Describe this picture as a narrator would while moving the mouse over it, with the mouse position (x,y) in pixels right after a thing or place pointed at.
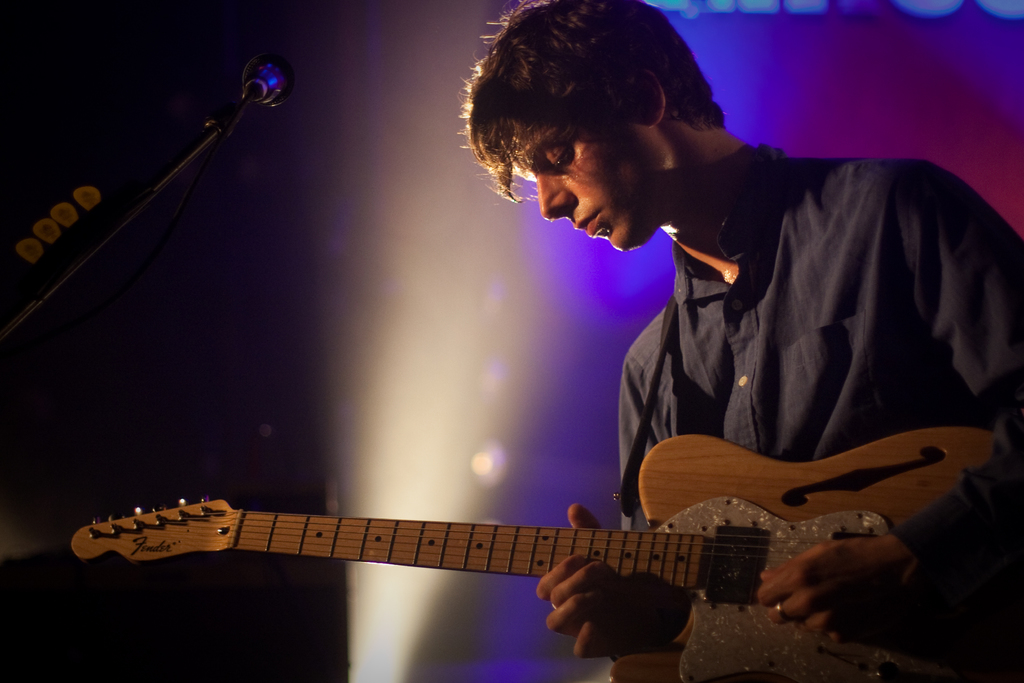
In this image, there is a person (504,100) standing and playing guitar (719,605) in front of the mike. In the top of the right background (672,6), there is a light (766,3) I can see. It looks as if the picture is taken inside a hall (230,389) during night time.
